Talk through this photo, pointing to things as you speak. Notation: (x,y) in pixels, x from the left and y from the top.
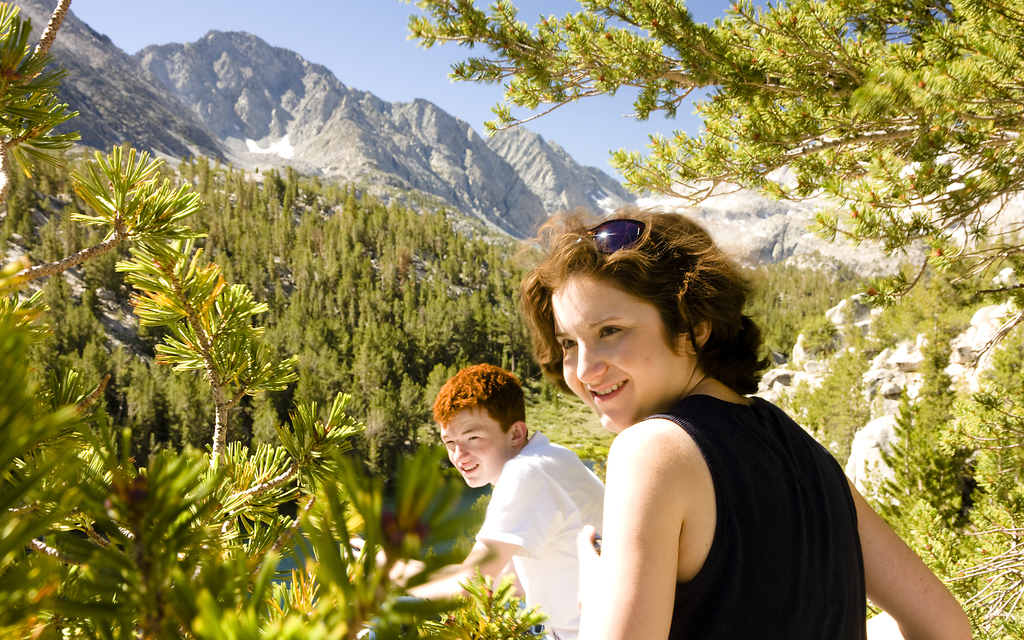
In this image I can see two people (487,540) are wearing black and white color dresses (493,529). Back I can see few green trees (313,308), mountains (332,116) and sky (645,135) is in blue color.
